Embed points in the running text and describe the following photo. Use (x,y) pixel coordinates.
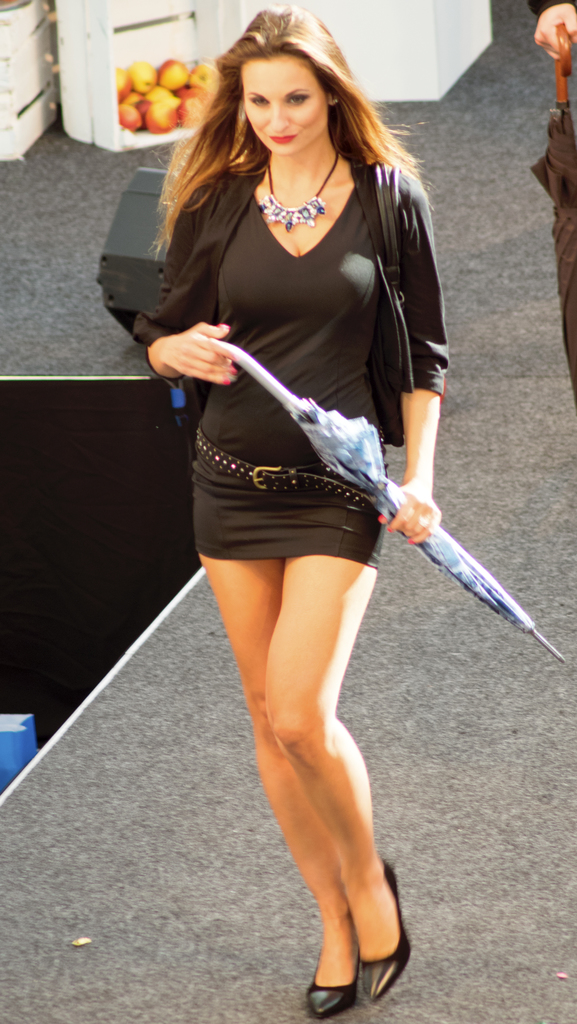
In this picture we can see one woman (322,228) is standing and holding umbrella (333,463).
